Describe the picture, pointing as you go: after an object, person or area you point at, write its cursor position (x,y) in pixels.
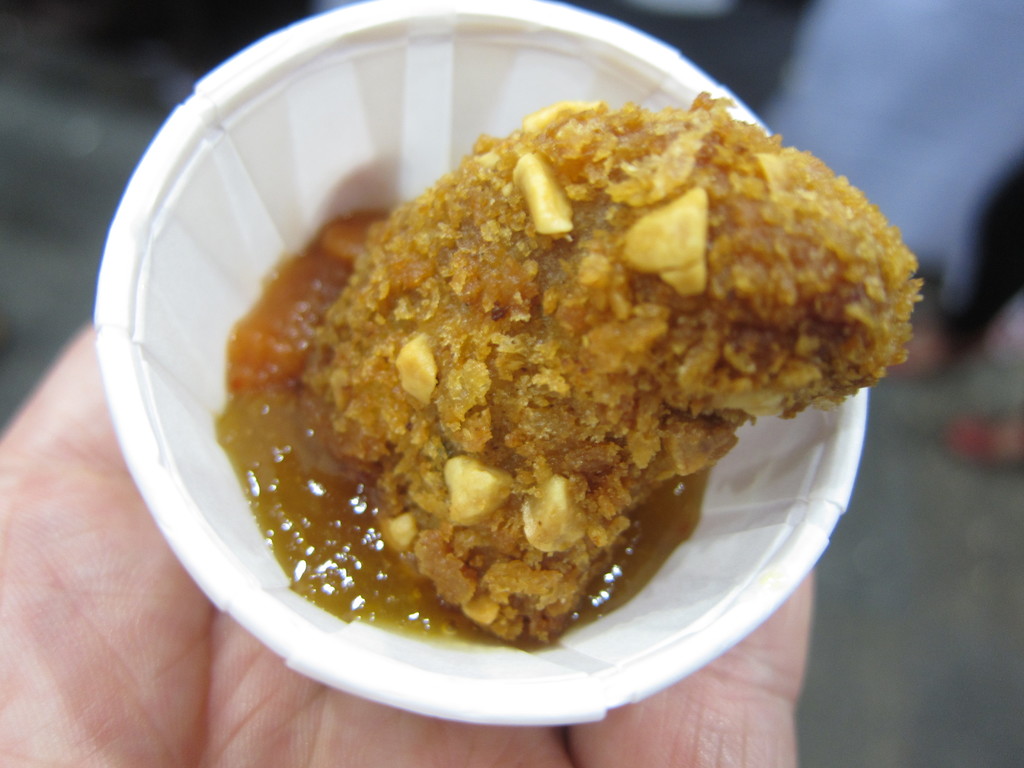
In this image, we can see a person's hand (162,542) holding a cup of food item (479,430).
